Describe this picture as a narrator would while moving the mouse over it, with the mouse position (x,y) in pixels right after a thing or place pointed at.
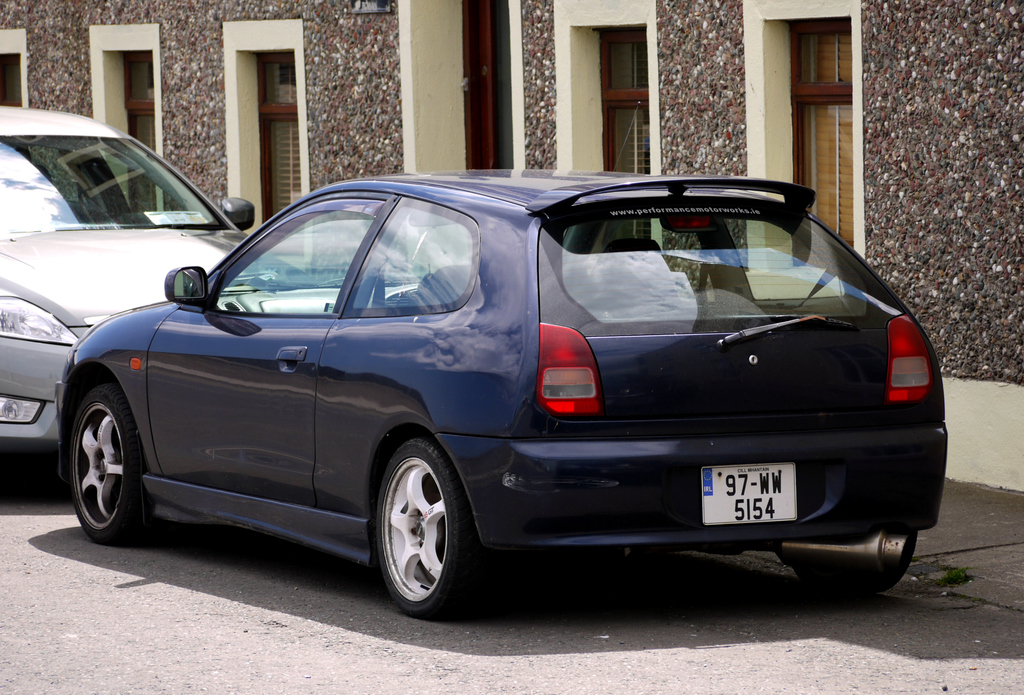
In this image we can see two cars (329,348) parked on the road (555,603). Behind the cars (254,257) there is a building (328,134) with windows (289,175).
